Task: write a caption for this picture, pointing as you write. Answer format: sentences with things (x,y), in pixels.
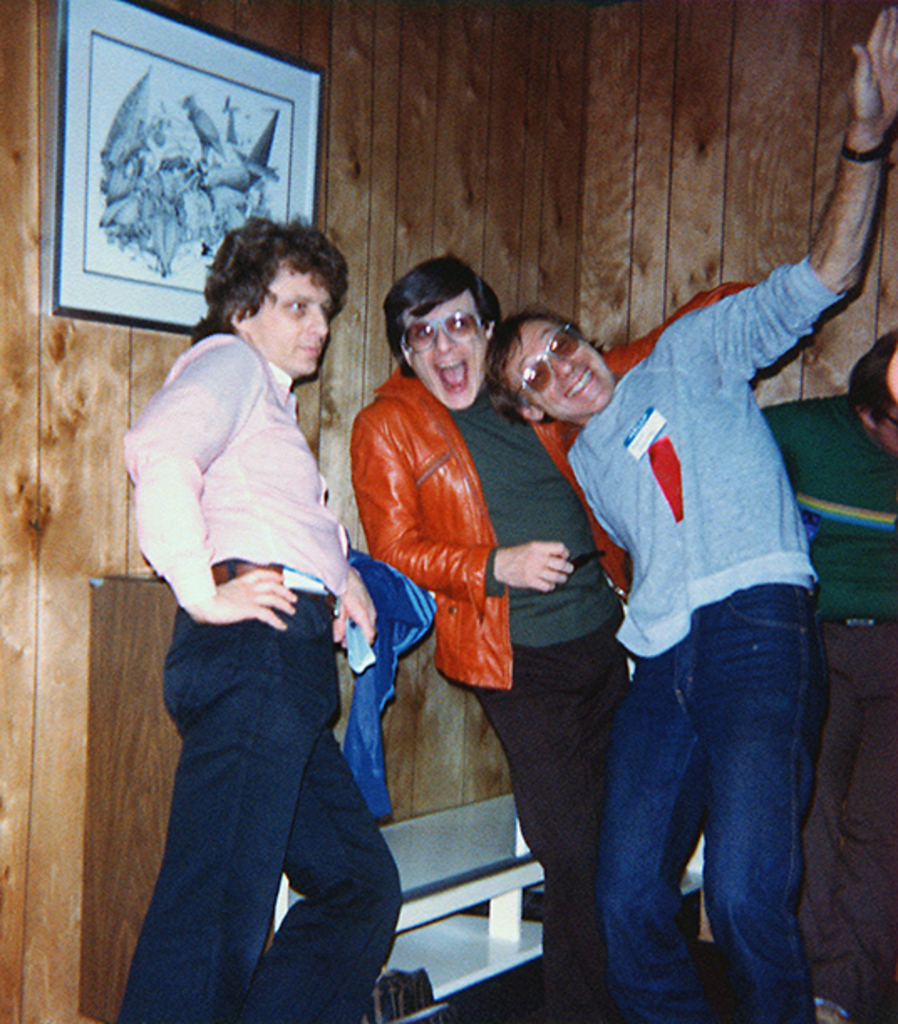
In this picture there are four persons (643,553) standing and there is a photo frame (178,139) attached to the wooden wall (31,149) in the left top corner (192,152).
